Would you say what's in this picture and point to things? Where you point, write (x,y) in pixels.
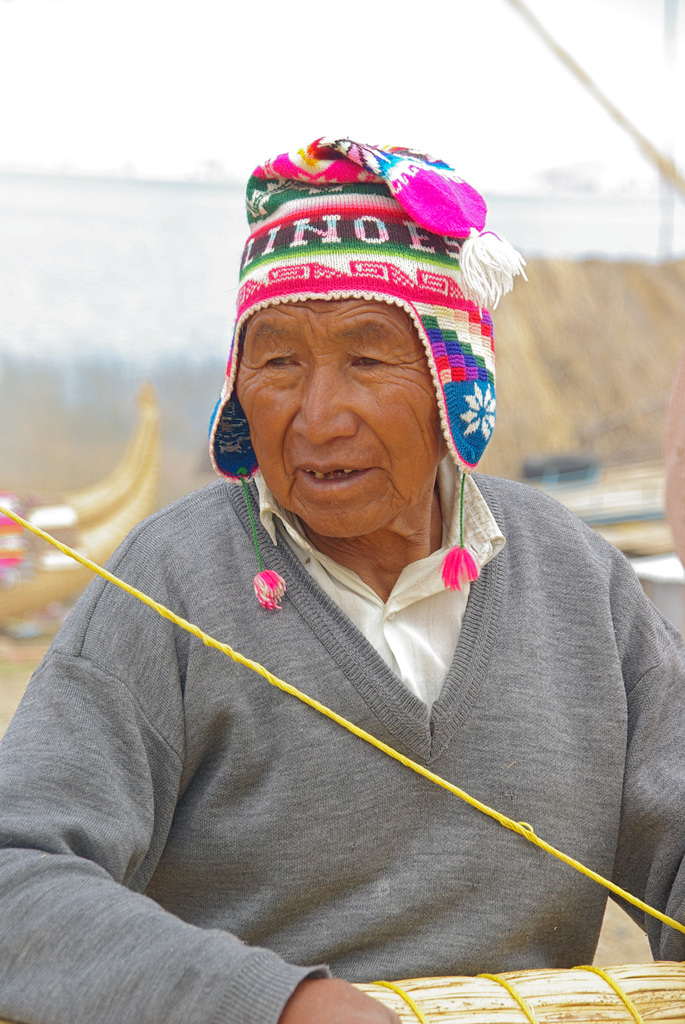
In this image I can see a person (188,924) and the person (371,899) is wearing gray color dress (336,889) and blue, pink and white color cap (445,402), background (439,104) the sky (237,125) is in white color.
